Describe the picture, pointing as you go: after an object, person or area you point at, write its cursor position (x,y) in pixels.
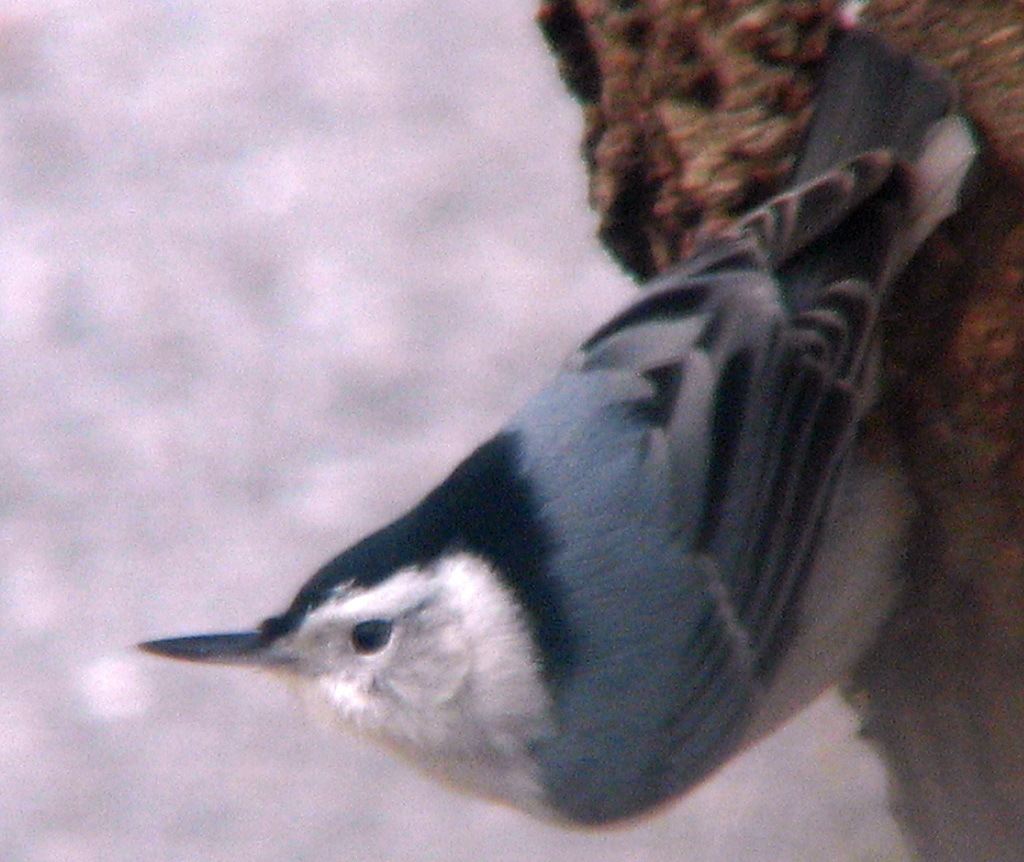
In the center of the image (581,435), we can see a bird (659,484) on the tree trunk (906,445).
